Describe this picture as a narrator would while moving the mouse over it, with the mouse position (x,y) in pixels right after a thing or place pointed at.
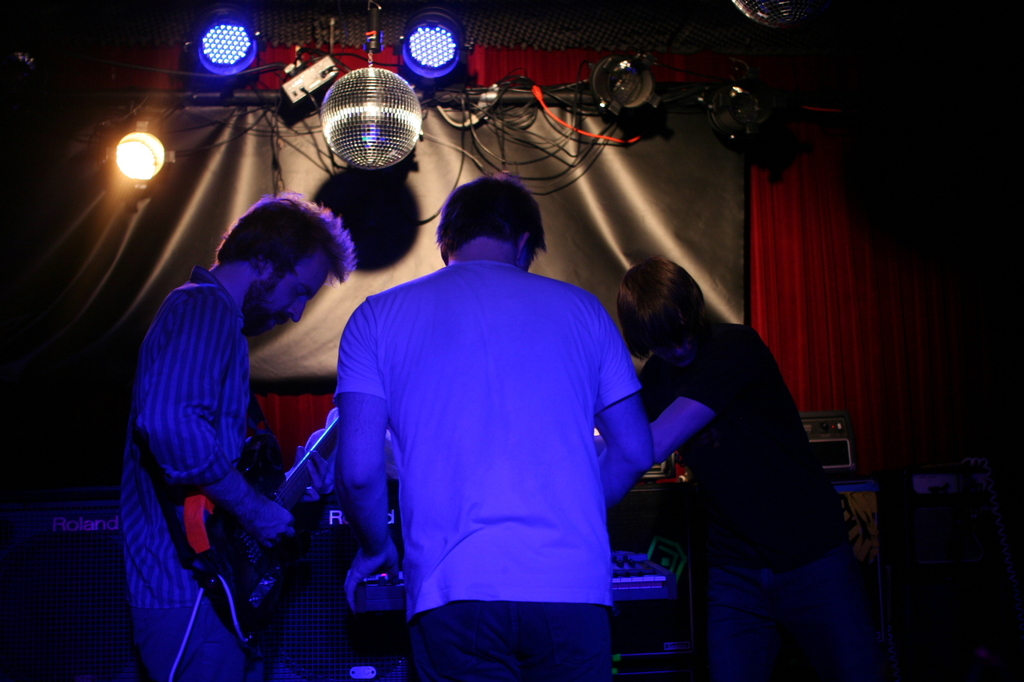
In this image in the center (525,396) there are some people (455,383) one person (215,357) is holding a guitar (279,499), and also there are some objects (662,501) and table (628,488). In the background (151,200) there is a board (128,263), curtain (804,260). At the top (333,96) there are some lights (150,144) and wires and some objects (398,83).
